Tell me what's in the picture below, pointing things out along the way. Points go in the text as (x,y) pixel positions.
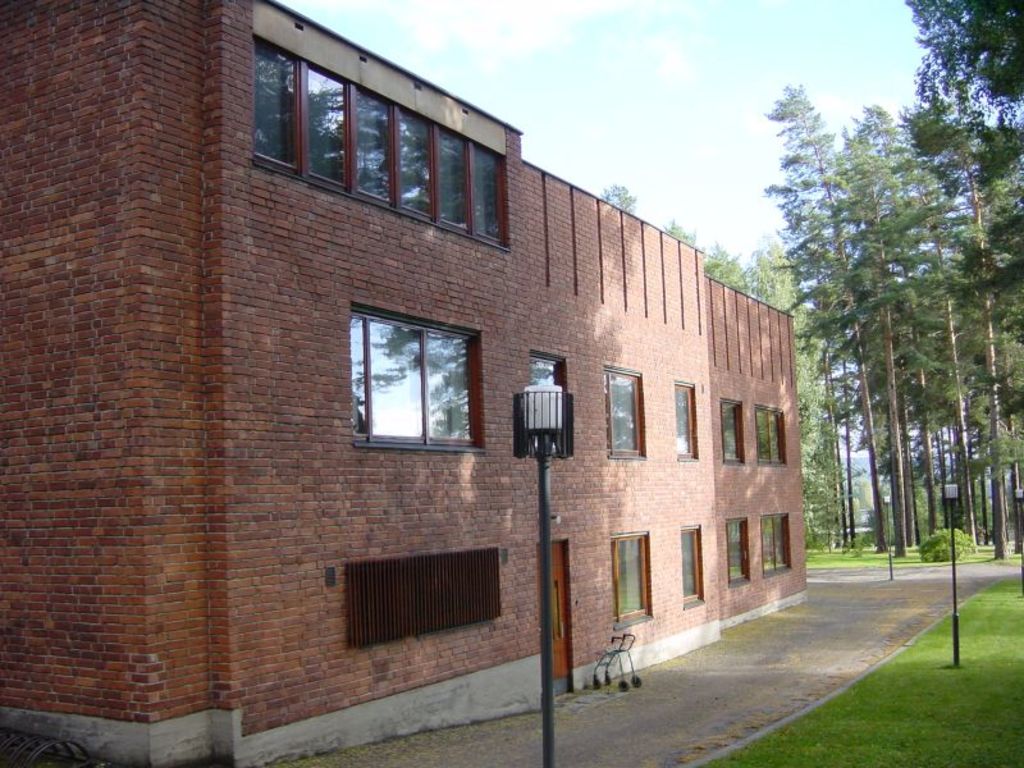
In this image I can see building (307,254) in brown color. I can also see few windows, light poles (1019,546), trees (862,363) in green color and sky (727,127) in white and blue color.
